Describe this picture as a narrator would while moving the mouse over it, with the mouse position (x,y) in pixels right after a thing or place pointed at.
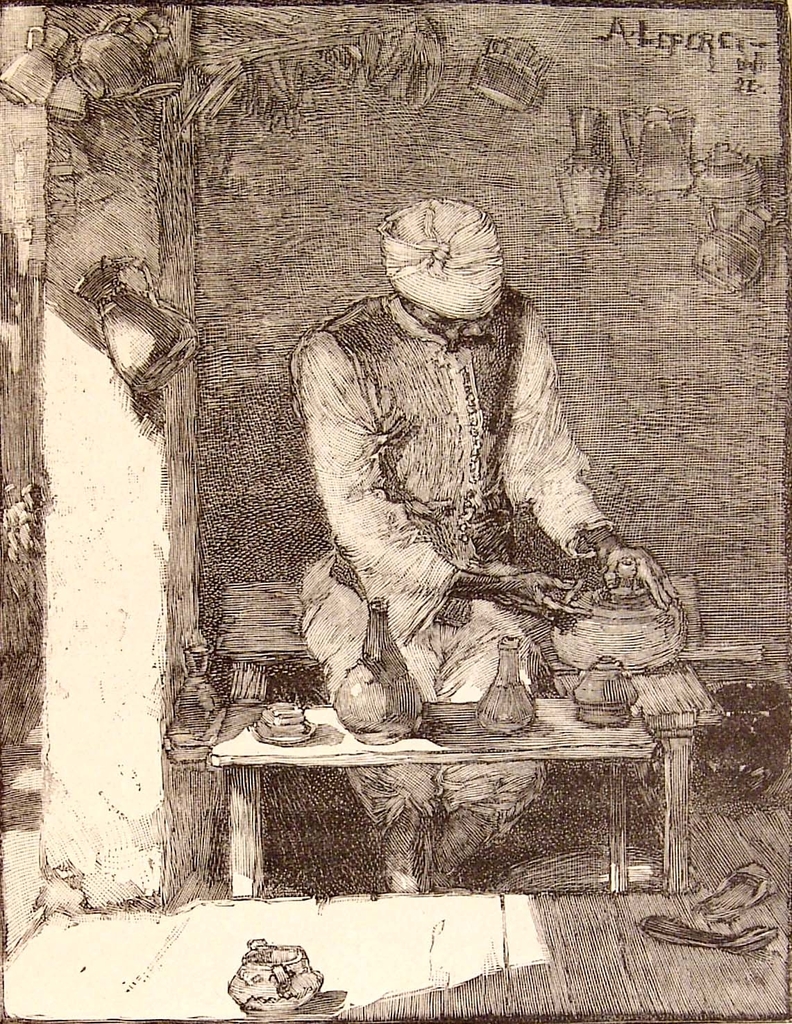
In the foreground of this poster, there is a man (396,468) sitting on a bench (251,646) and there are many objects (616,713) on the desk (463,733) in front of him. At the bottom (753,940), there are few objects (296,1000) on the floor (729,819). On the left (70,368), there is a pillar (46,305) and there are many objects (89,88) at the top (523,55).
